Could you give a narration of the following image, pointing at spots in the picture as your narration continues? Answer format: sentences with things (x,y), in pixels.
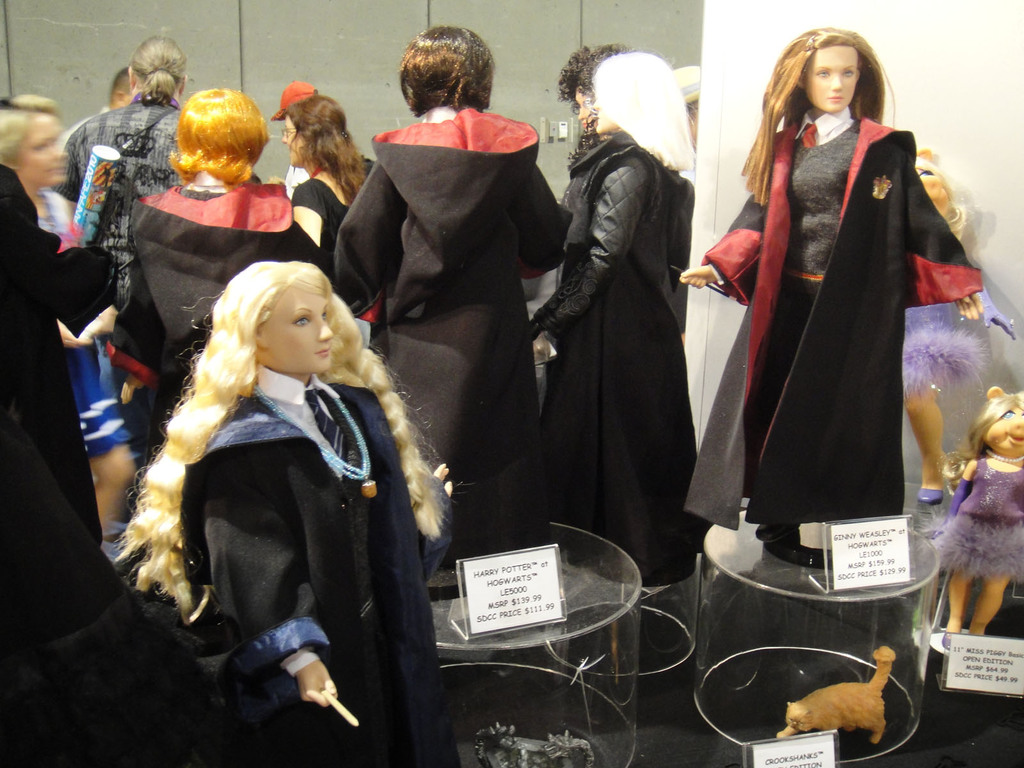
In this picture, we can see lots of dolls (364,316) on glass objects (565,634) and on the glass objects (591,616) there are boards (864,564). Behind the dolls (144,235) there's a wall (730,46).
